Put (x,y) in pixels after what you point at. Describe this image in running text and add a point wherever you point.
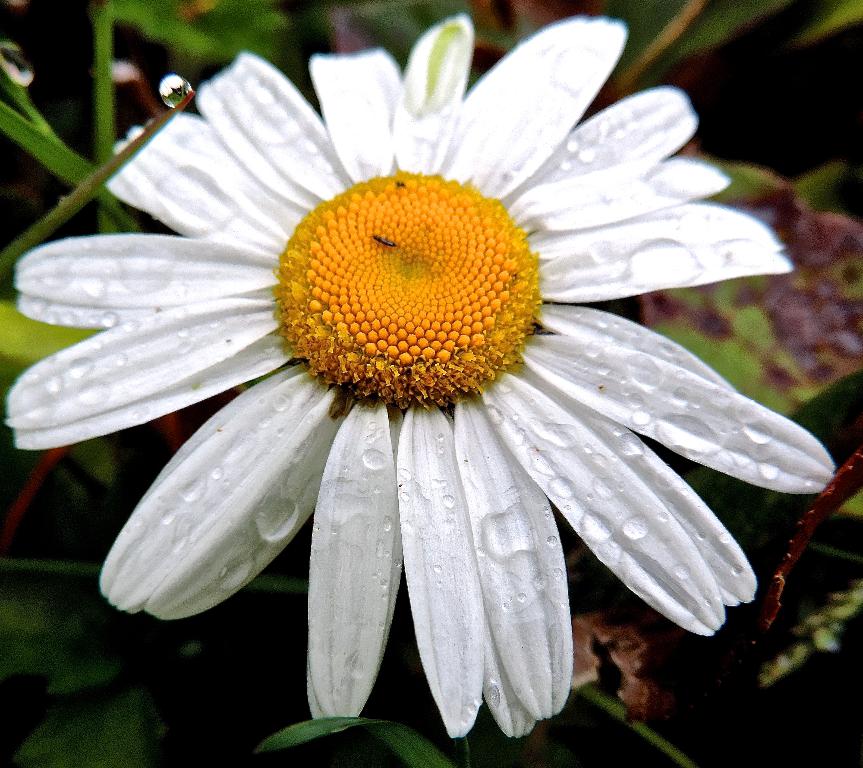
In this image I can see a yellow and white colour flower (338,356). I can also see green color leaves (709,347) in the background (809,291) and I can see this image is little bit blurry from background (830,102).
